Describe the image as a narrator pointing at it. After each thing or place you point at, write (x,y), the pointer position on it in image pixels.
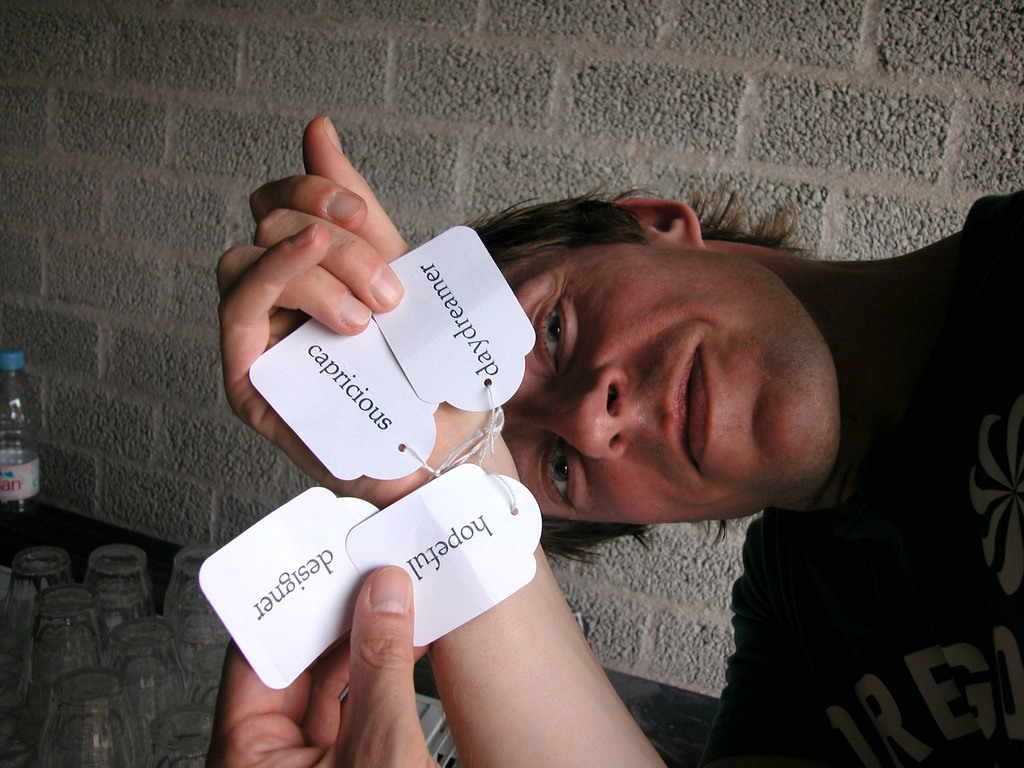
In the image there is a man (684,321) on the right side (760,345) with name tags (377,416) tied to his hand (332,479) and behind him there is a wall (766,138), on the left side (156,657) there are glasses (159,693) and water bottle (2,416) on a table (663,722).
